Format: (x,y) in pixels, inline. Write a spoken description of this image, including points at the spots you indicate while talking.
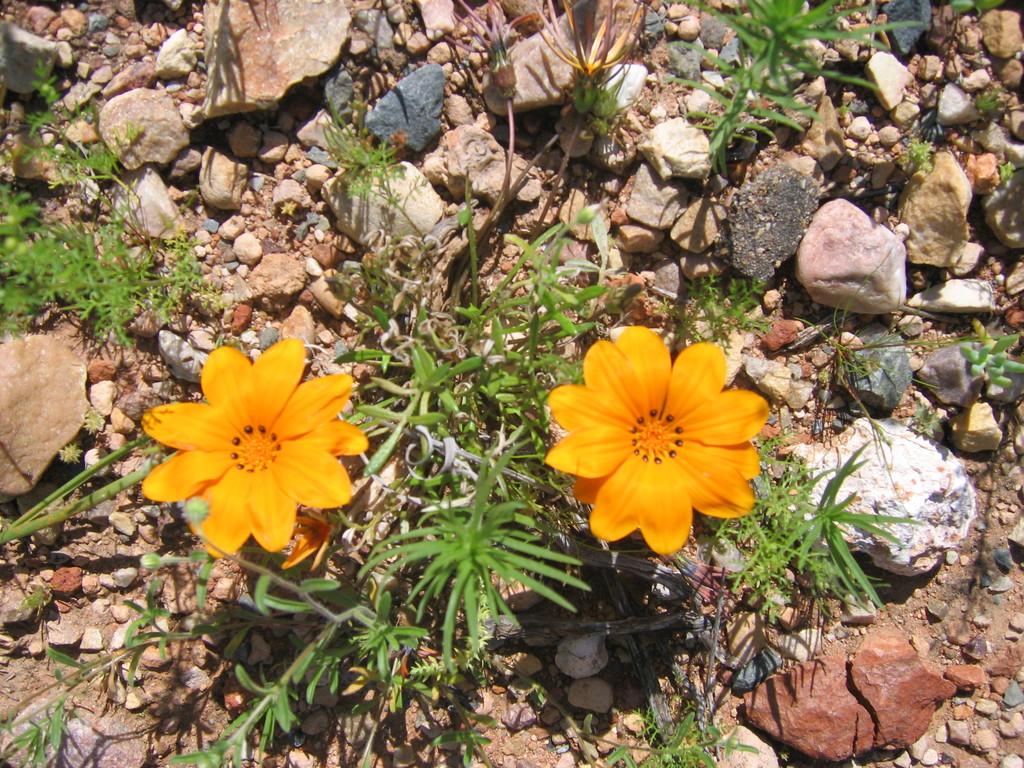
In this image we can see there are plants (454,477), flowers (621,454) and stones (143,204).
